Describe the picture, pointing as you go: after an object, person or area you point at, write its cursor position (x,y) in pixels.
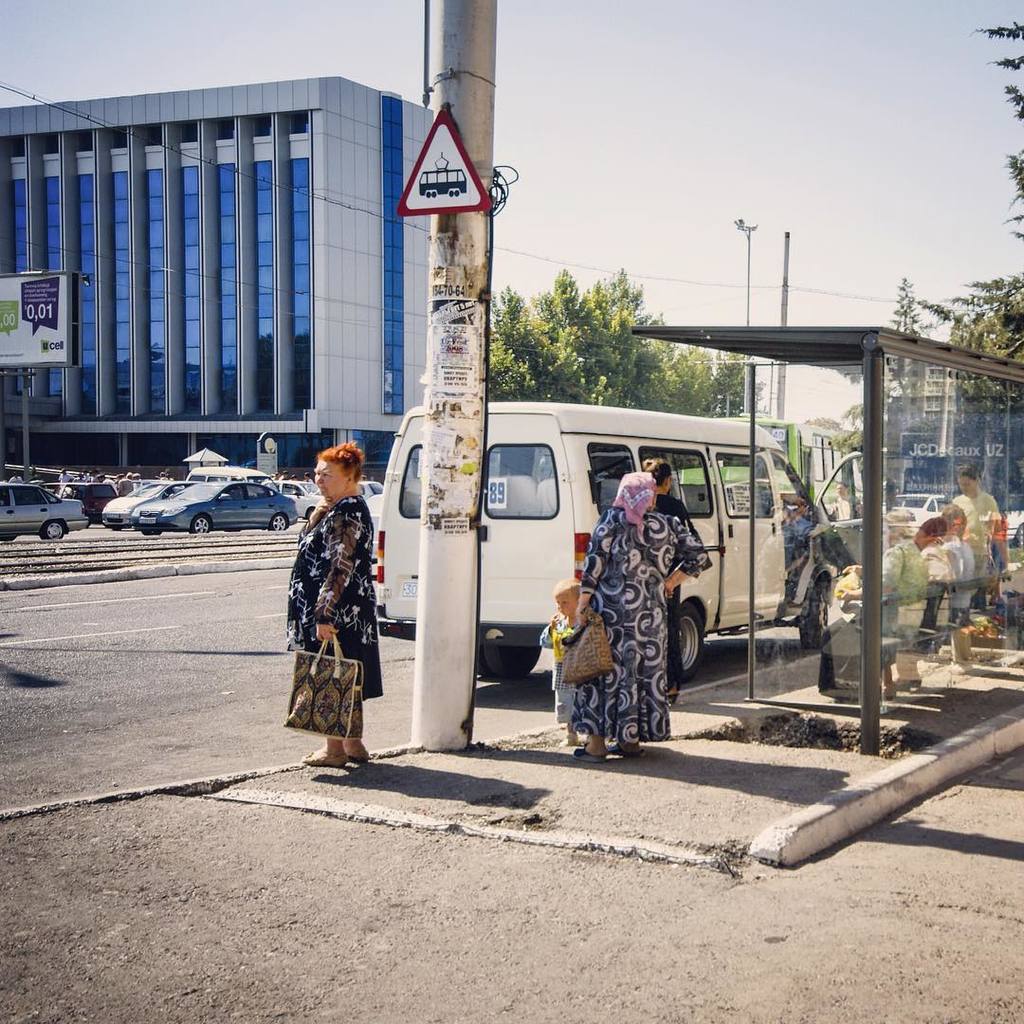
In this picture we can see few poles (434,301), vehicles (588,473), trees (505,373), buildings (386,285) and hoardings (66,300), and also we can find group of people (615,513), few are seated on the bench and few are standing, in the middle of the image (347,510) we can see a woman (364,580), she is holding a bag (324,663), and also we can see a sign board (461,178) on the pole (440,245).
